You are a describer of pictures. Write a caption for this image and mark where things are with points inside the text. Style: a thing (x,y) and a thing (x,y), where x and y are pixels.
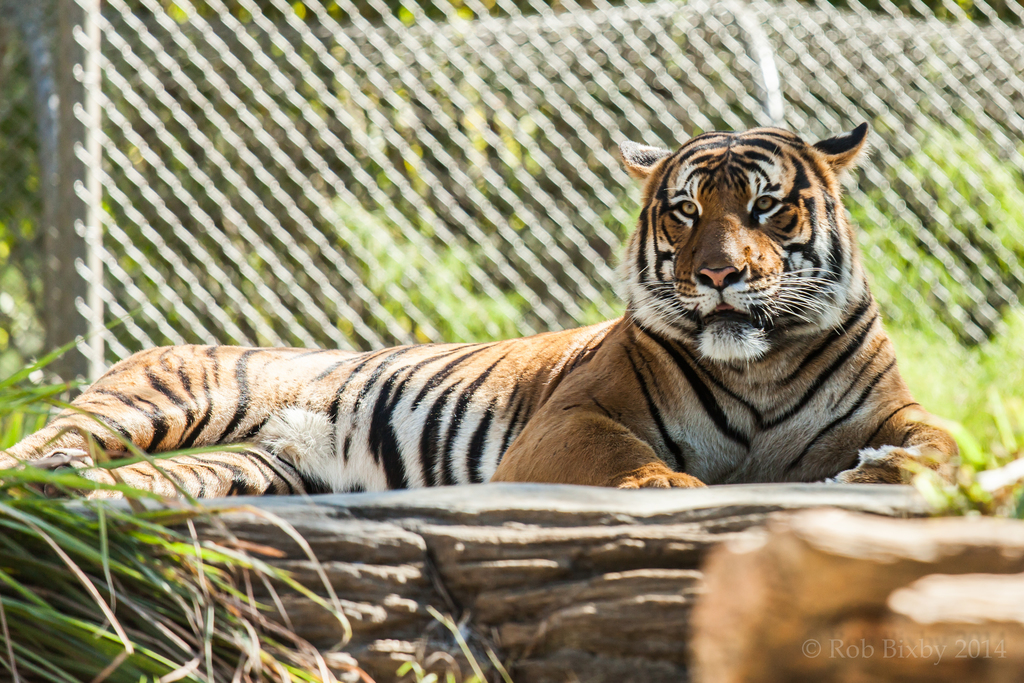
In this image there is a tiger (604,431) sitting on a rock (487,589). Left bottom there is some grass (42,518). Background (91,135) there is a fence (189,273). Behind there are trees (14,118) and plants (480,185).
